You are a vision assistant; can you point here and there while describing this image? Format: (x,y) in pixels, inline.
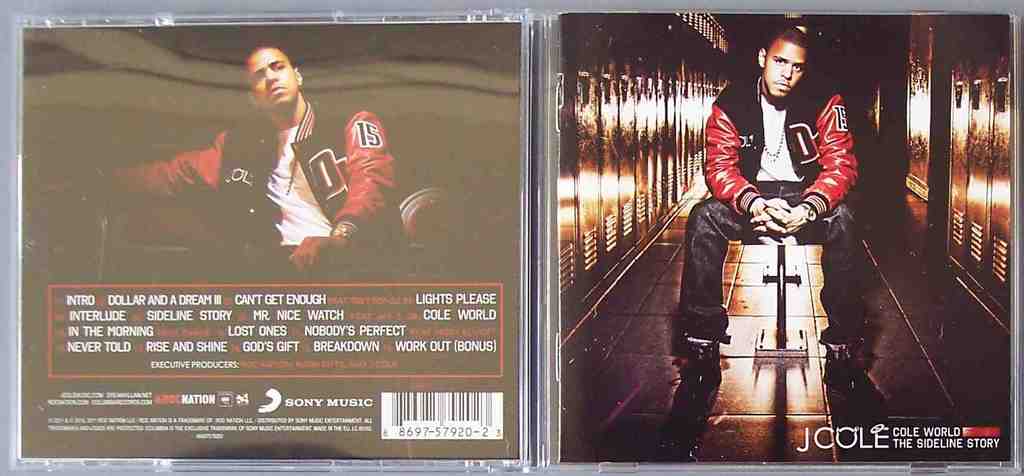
On the left side (79,75), there is a poster (374,128) having an image of a person (389,177) who is sitting, there are texts (317,301), a barcode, logos (272,398) and numbers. The background of this poster (499,135) is dark in color. On the right side (831,262), there is a poster (907,255). In this poster (718,275), there is a person (779,103) sitting. On both sides of this poster (789,69), there are some objects (999,276). At the bottom of this image (937,430), there are texts (832,426). And the background (893,31) is dark in color.
